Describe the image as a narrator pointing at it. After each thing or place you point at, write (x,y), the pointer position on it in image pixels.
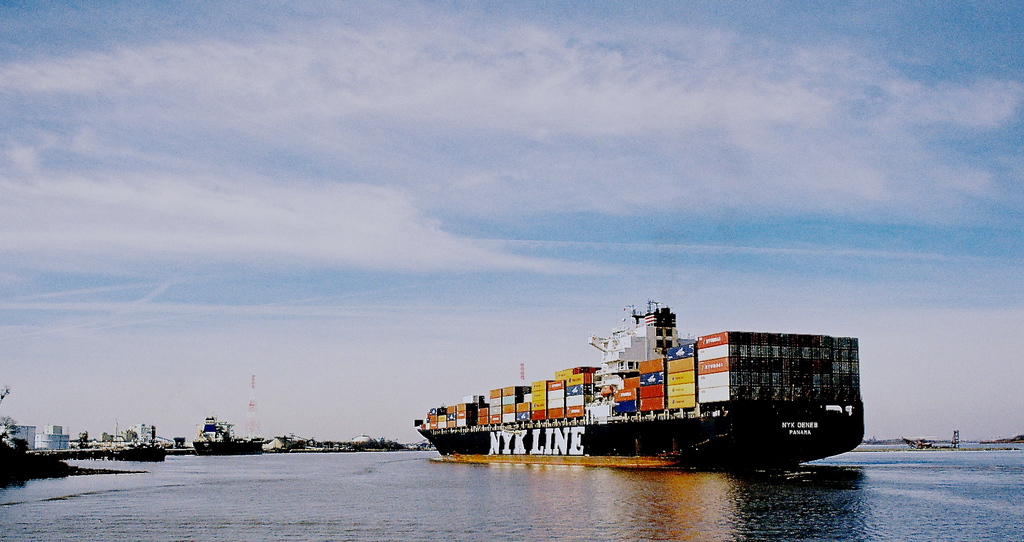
In the picture I can see ships (453,434) on the water (267,458). On ships (506,439) I can see containers (643,383) and other objects (597,376). In the background (291,420) I can see a tower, trees (80,438), the sky (298,340) and some other objects (64,443).
